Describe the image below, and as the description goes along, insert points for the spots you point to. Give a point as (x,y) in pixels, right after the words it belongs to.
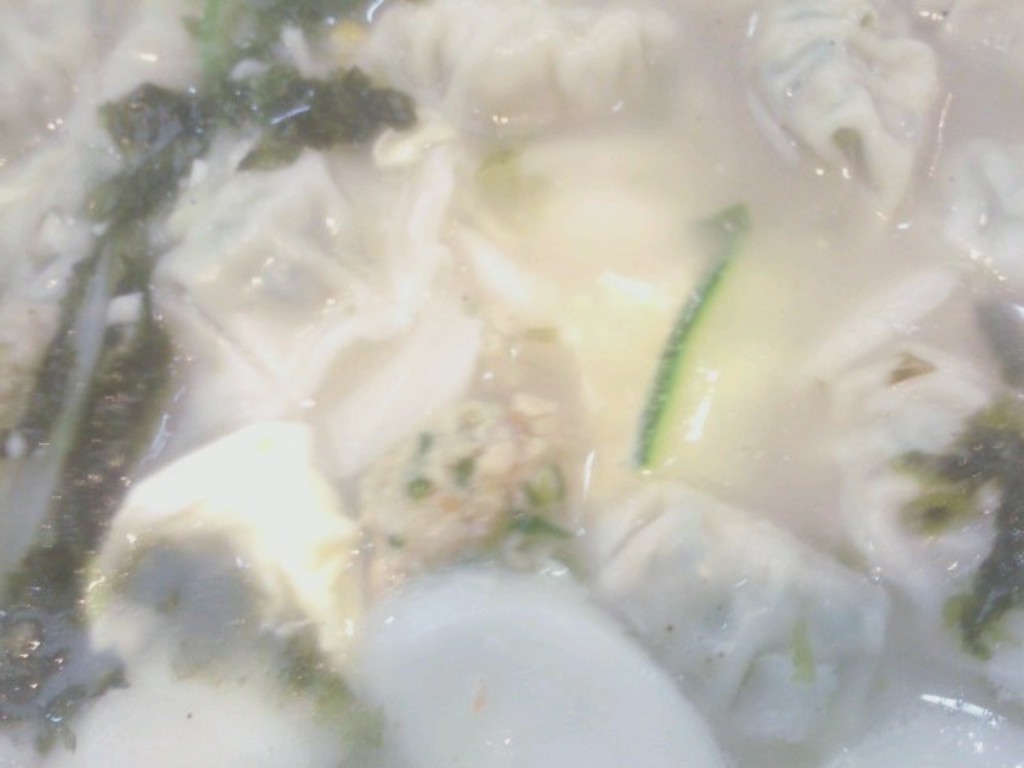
In this picture we can see food item (584,478) and leaves (330,83).
